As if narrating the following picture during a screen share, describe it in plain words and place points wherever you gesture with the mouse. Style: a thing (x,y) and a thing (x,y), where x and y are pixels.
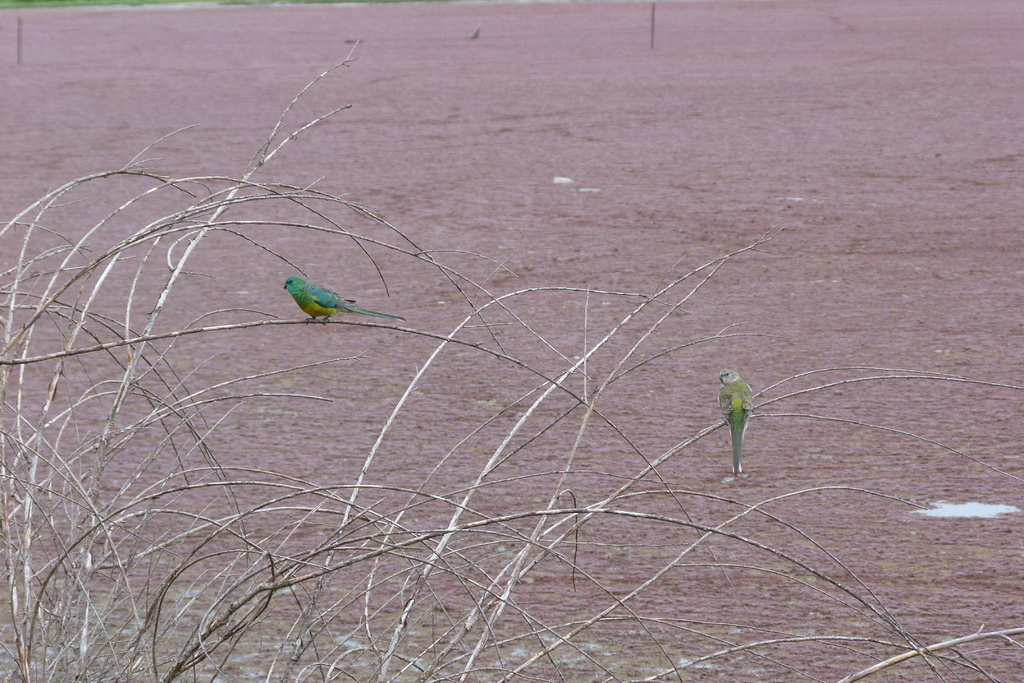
In the image in the center (355,314) we can see two green color birds (732,422) on the branch (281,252). In the background (60,83) we can see grass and ground (599,133).
